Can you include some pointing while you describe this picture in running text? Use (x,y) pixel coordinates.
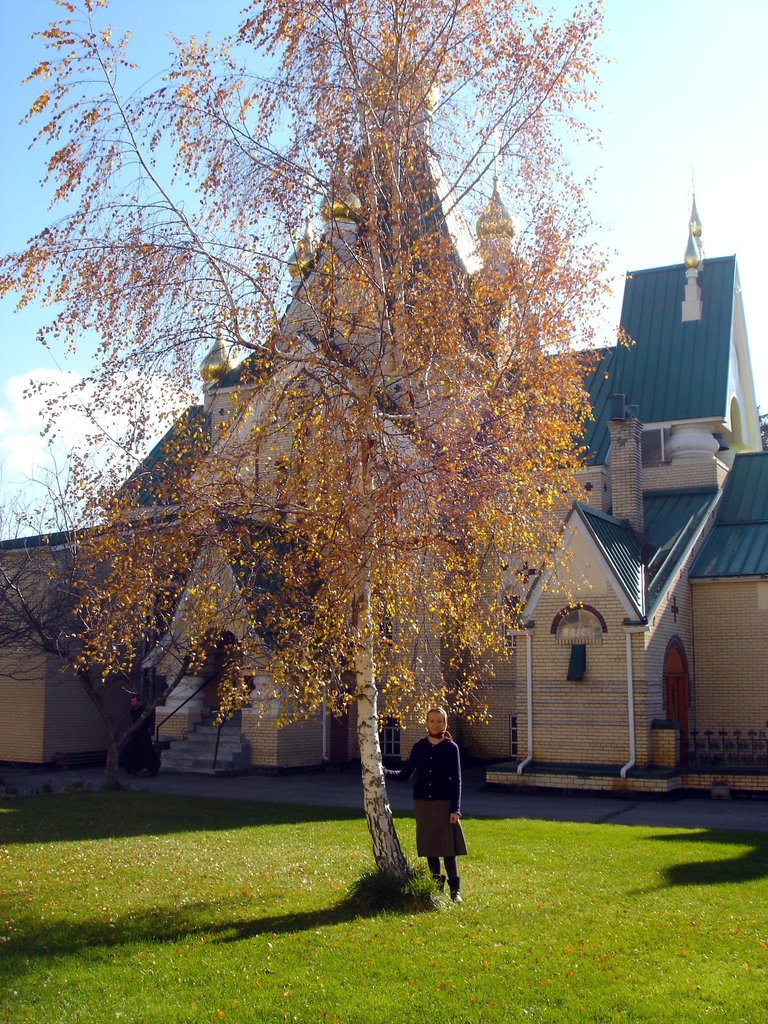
This is the picture of a place where we have a lady (437,781) standing beside the tree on the grass floor (451,1011) and behind there is a house (752,645).
